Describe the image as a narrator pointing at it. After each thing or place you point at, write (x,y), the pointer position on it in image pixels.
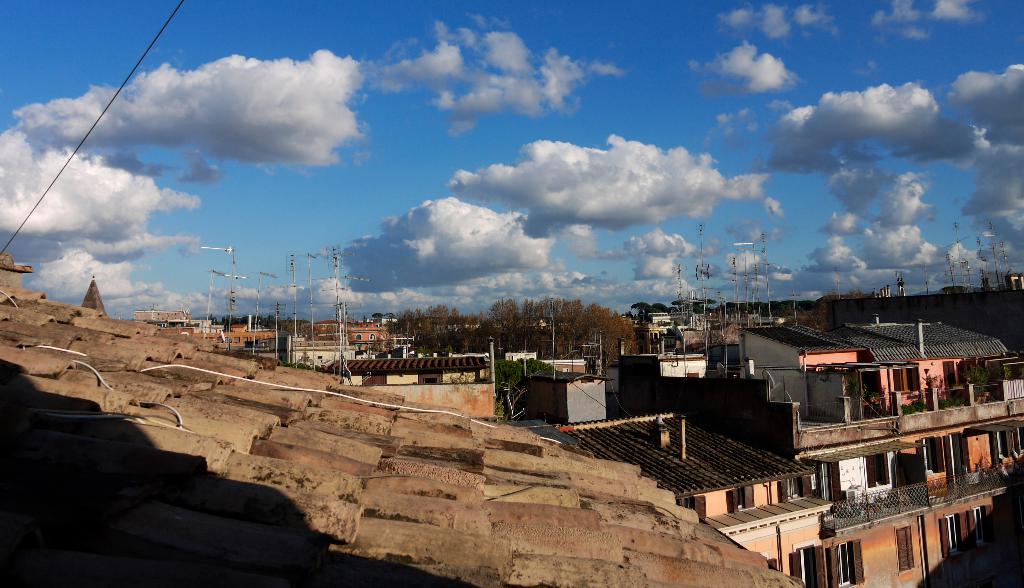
At the bottom of the image (74,520) there are some buildings (959,570) and trees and poles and plants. At the top of the image (932,22) there are some clouds (267,71) and sky (960,39).
